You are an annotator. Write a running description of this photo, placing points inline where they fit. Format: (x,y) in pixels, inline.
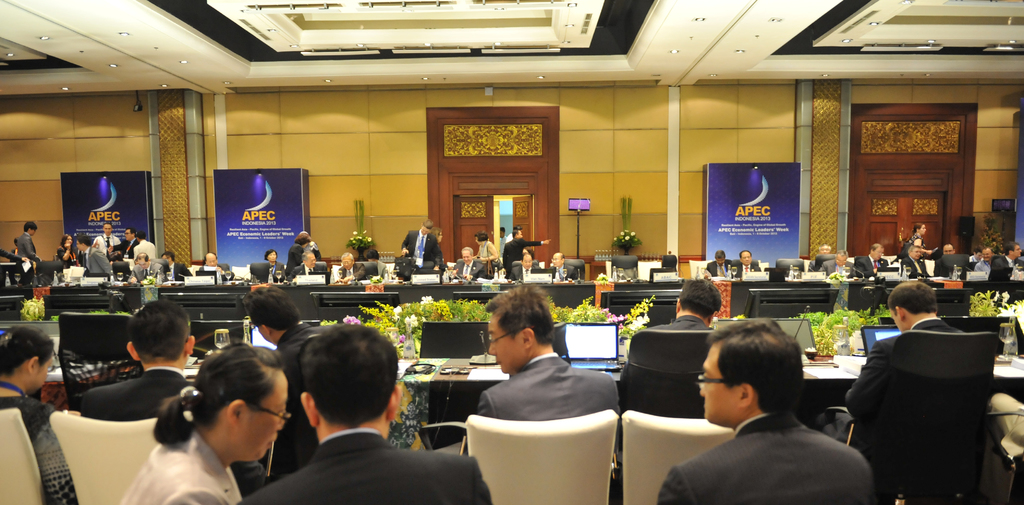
In this image there are group of people (502,333), few people (24,381) sitting and few are standing. At the back (428,164) there is a door (481,207) and hoardings (283,221), at the top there are lights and in the middle of the image (408,313) there are plants (400,310). There are laptops (613,334), wires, microphones (479,359), glasses (843,340) on the table (312,289).
